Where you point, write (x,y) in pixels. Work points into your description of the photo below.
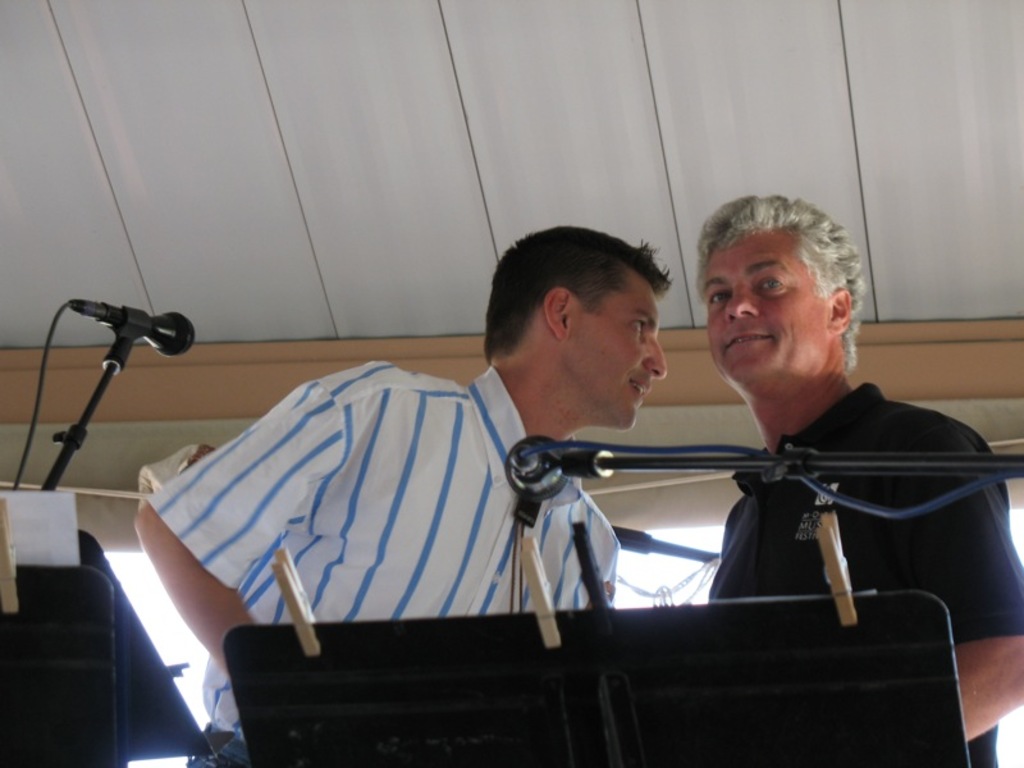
There are two men (813,406) standing. I think this is a music stand (555,705). Here is a mike (148,315), which is attached to a mike stand (73,440). These are the wooden clips (833,572). I think this is another mike stand (674,460). On the left side of the image (104,663), I can see another music stand (62,674) with a paper (61,544) on it. I think this is a kind of a tent (890,217).
